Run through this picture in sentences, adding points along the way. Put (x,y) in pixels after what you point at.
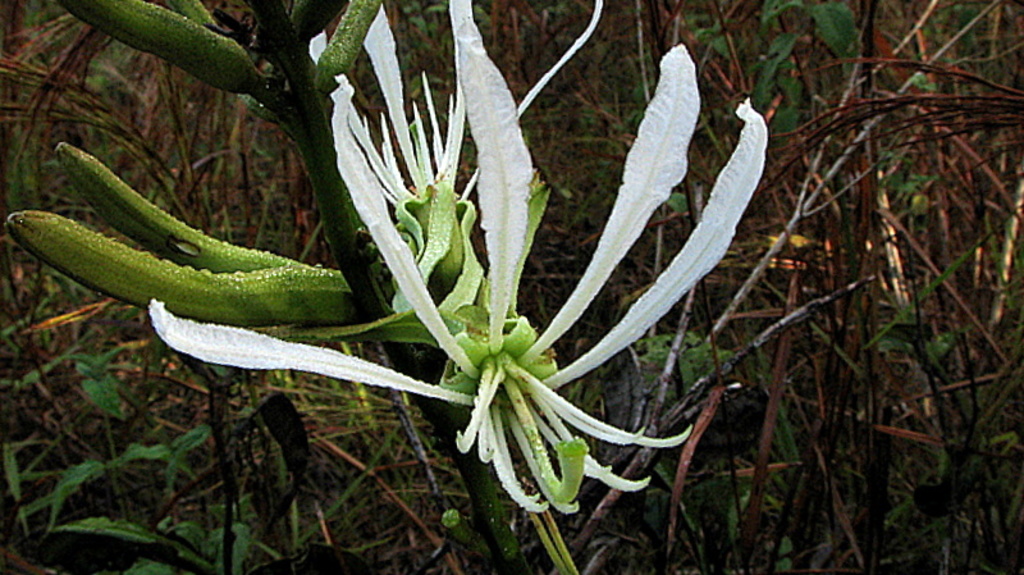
In this image we can see some flowers (460,242), buds (348,43), and the plants (575,328).
